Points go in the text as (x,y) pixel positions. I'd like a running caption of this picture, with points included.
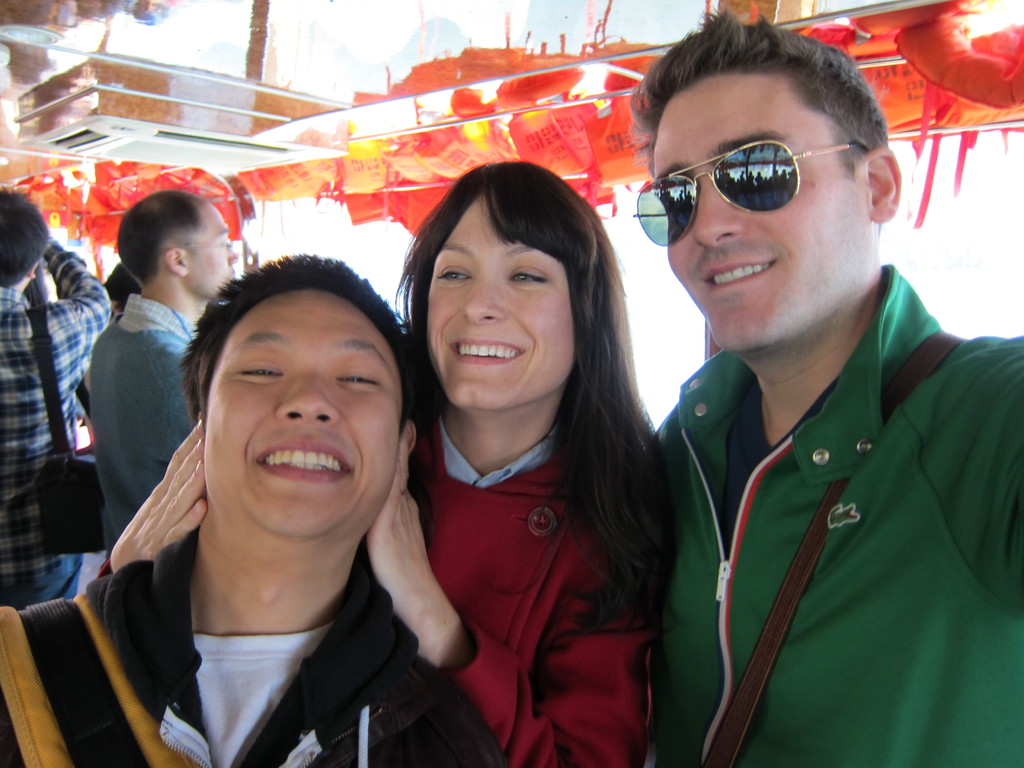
In this image, we can see three people (591,264) are smiling. Here a person (748,200) is wearing goggles (758,175). Background (14,412) we can see decorative pieces (980,86), few people (74,377) and bag (94,482).
